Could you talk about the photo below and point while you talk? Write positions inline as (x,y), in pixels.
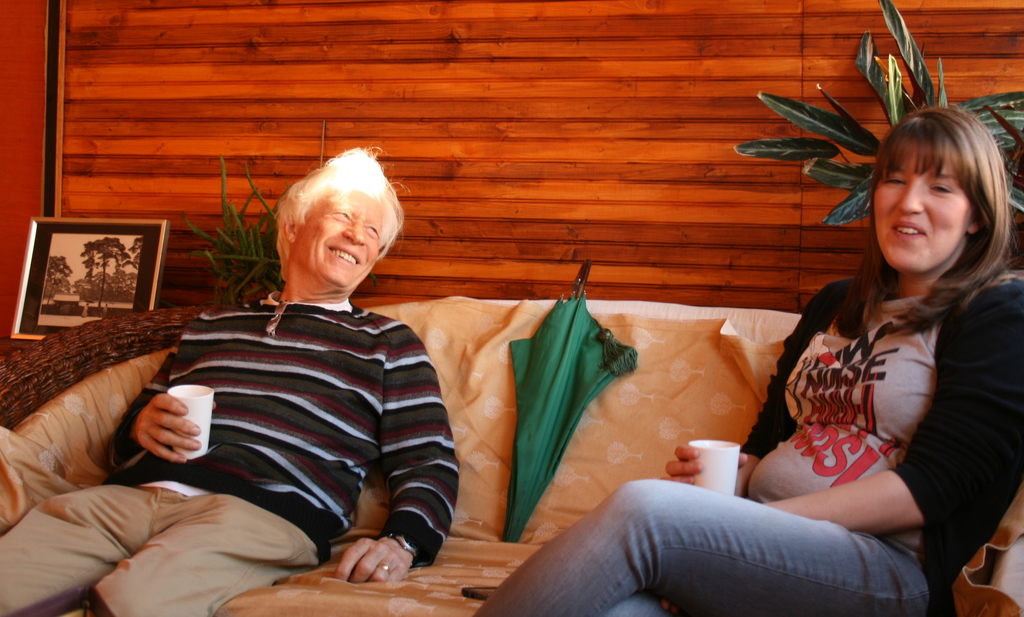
In this picture we can see two persons (782,439) are sitting on a couch (733,439), they are smiling and holding glasses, we can see an umbrella (527,390) in the middle (580,388), on the left side (89,280) we can see a photo frame (117,271), in the background (414,200) there is a wall (722,160) and two plants (863,167).
